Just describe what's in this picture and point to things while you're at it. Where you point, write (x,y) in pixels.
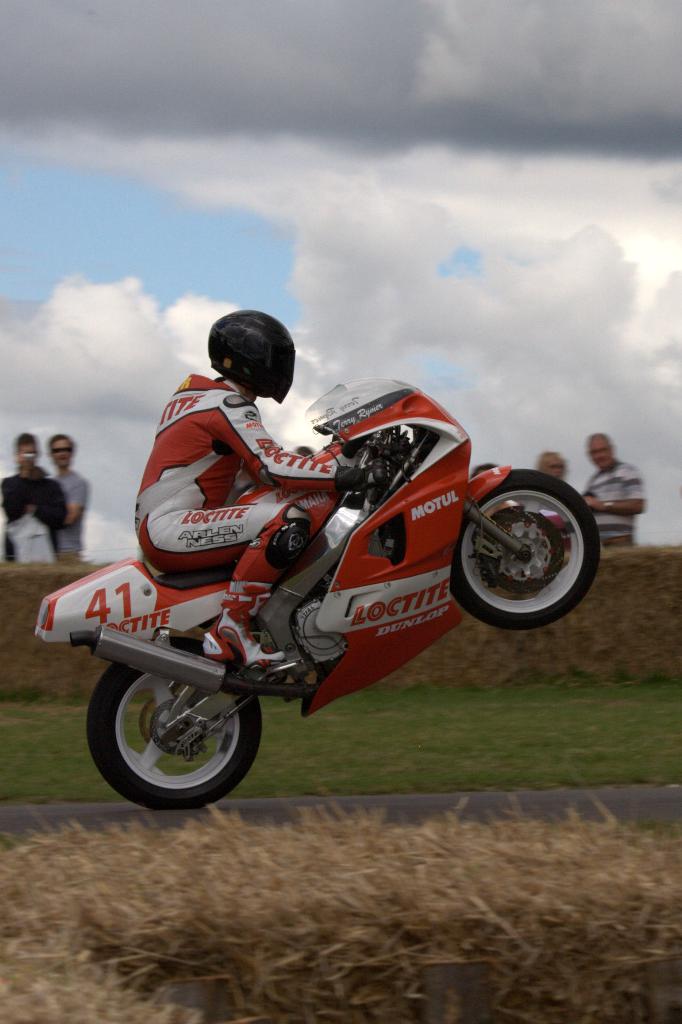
In this picture we can see man (236,434) wore helmet (258,393) riding sports bike (358,618) on road (519,815) and in the background (52,392) we can see sky (264,233) with clouds (476,296), persons (627,476) watching him.
